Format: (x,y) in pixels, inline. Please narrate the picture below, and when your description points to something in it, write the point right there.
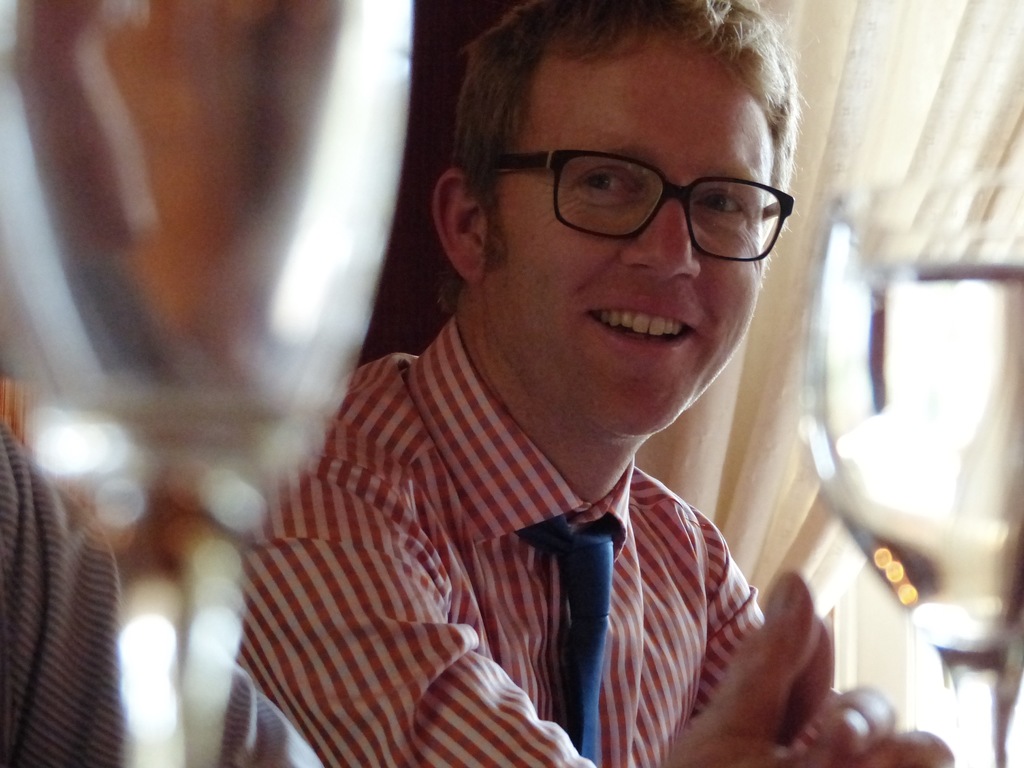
In this picture we can see a person (582,630), he is wearing a tie (585,551), spectacles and in the background (717,393) we can see a curtain (729,437).
